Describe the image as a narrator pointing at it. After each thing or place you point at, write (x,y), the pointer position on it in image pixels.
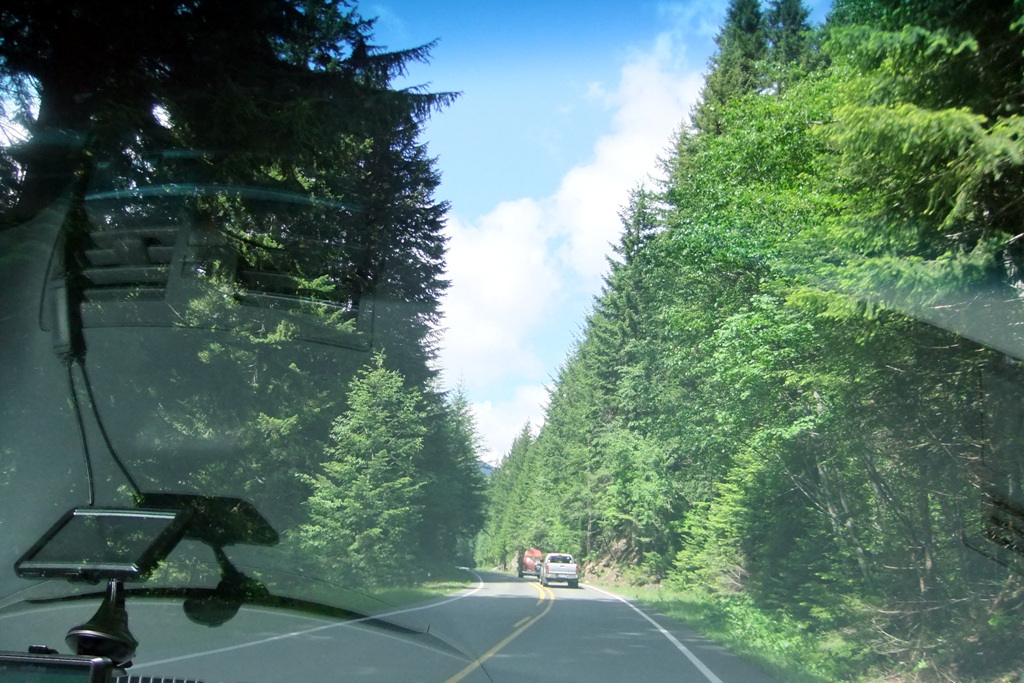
This picture might be taken outside of the glass window (103,456). In this image, on the left corner (87,524), inside the glass window (309,548), we can see a display (50,533). Outside of the glass window (182,386), on the right side (921,214), we can see some trees (974,447), plants (957,604). On the left side of the glass window (281,330), we can see some trees (295,431) and plants (399,559). In the middle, outside of the glass window (163,422), we can see few vehicles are moving on the road (567,651). On the top (544,217), we can see a sky (545,260), at the bottom (566,593) there is a road (583,630).
